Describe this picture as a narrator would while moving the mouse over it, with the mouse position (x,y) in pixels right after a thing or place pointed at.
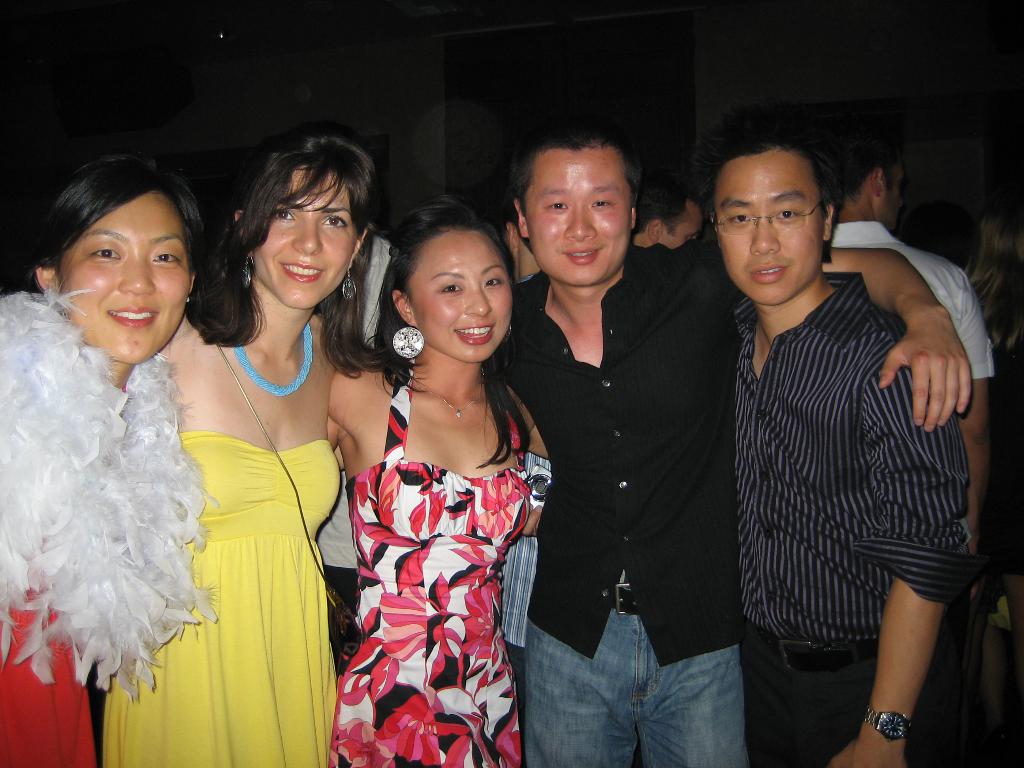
In this image few persons (418,321) are standing. Right side (802,495) there is a person (796,406) wearing a spectacles (793,231) and watch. Beside there is a person (653,422) wearing black shirt (653,422). Beside him there are three women (22,408) standing. Behind them there are few persons (1007,323) standing on the floor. Background (680,144) there is wall (799,84) having curtain (553,84) to the window (617,80).
